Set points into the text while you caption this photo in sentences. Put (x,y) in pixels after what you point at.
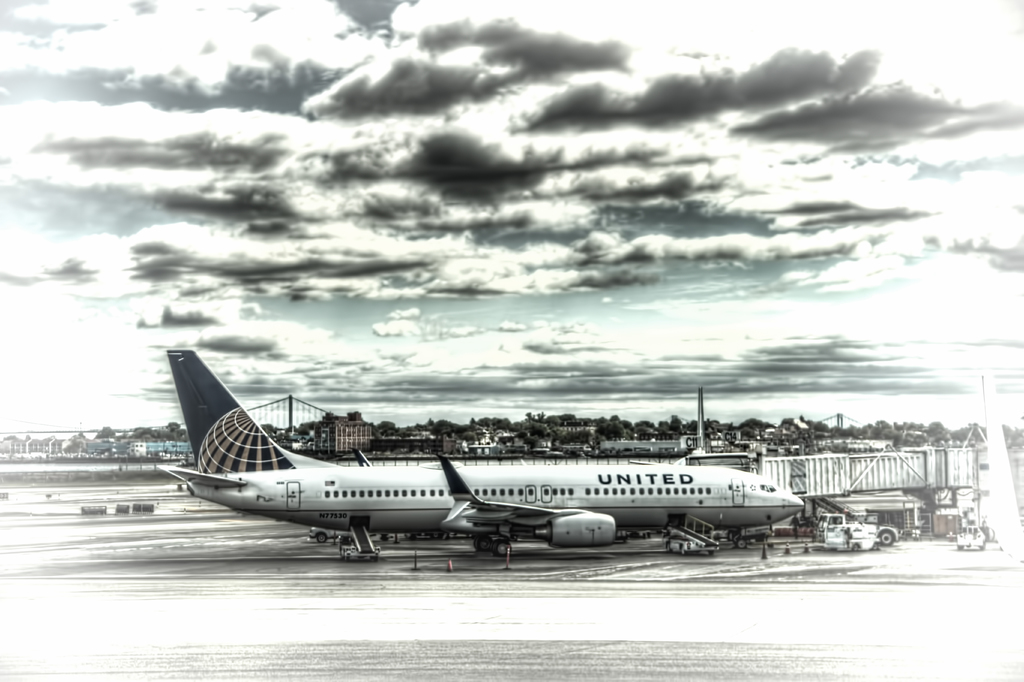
In this picture I can see the path (326,592) on which I can see an aeroplane (326,472) and near to it I can see a vehicle (824,522) and few things (829,464). In the background (371,421) I can see the trees (382,427). On the top of this picture (490,220) I can see the sky (520,189) which is cloudy and I see that this is an edited picture.
